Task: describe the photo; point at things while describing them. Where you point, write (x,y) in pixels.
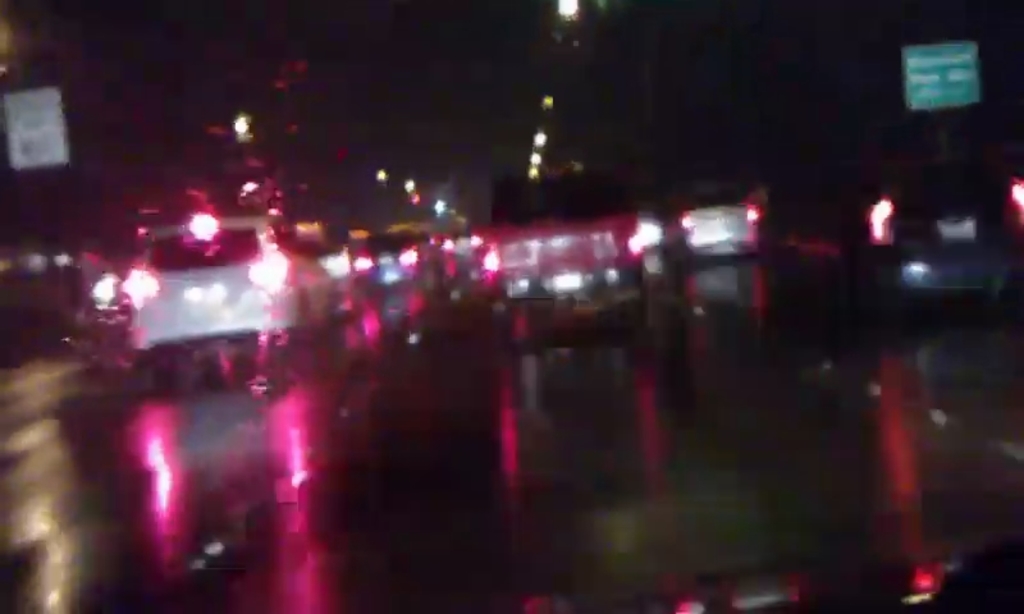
In this image there is a road (446,357) and we can see vehicles (506,257) on the road (599,449). There are boards (34,148) and we can see lights (547,98).
